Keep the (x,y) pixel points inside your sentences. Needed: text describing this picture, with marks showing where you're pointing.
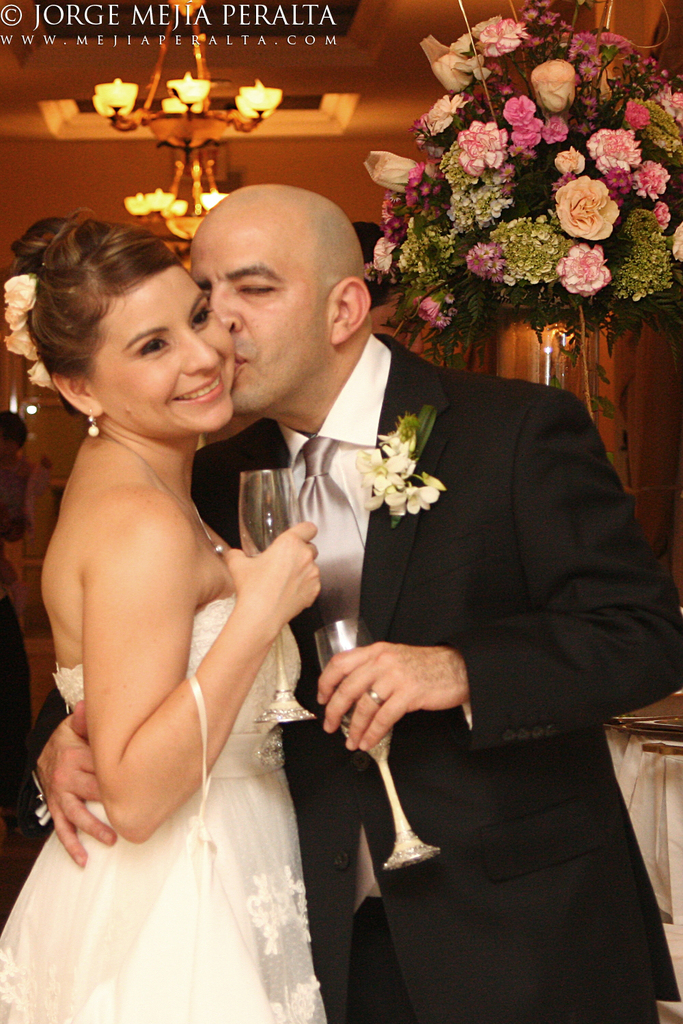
In this picture we can see man (405,801) wore blazer (453,575), tie (322,563) holding girl (105,509) and kissing her where this two are holding glasses (242,532) in their hands (290,553) and in background (194,115) we can see chandelier (202,122), flowers (422,153).
